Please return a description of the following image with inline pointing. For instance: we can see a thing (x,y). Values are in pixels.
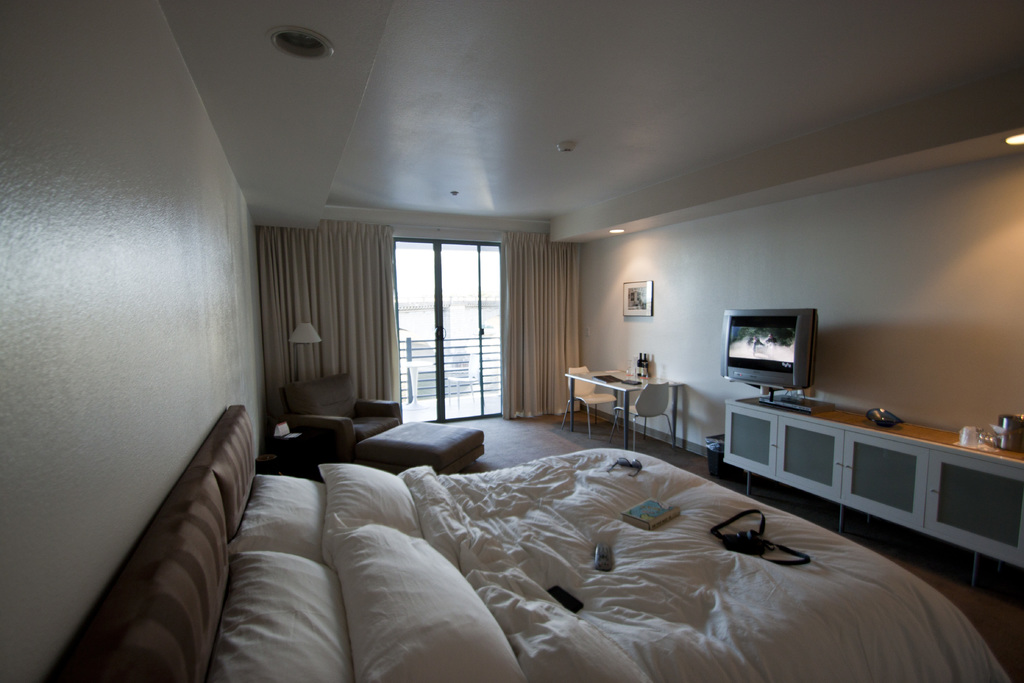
This is clicked in a bedroom (97,240), there is bed (759,654) in the front (318,597) followed by recliner (363,427) beside it and on the right side (795,383) there is tv (801,384) on the table (1021,541), beside it there is table (629,392) and chair (643,391) with a photo (638,295) above it on the wall (667,327), in the back (492,299) there is a glass door (427,333) with curtains (512,359).
